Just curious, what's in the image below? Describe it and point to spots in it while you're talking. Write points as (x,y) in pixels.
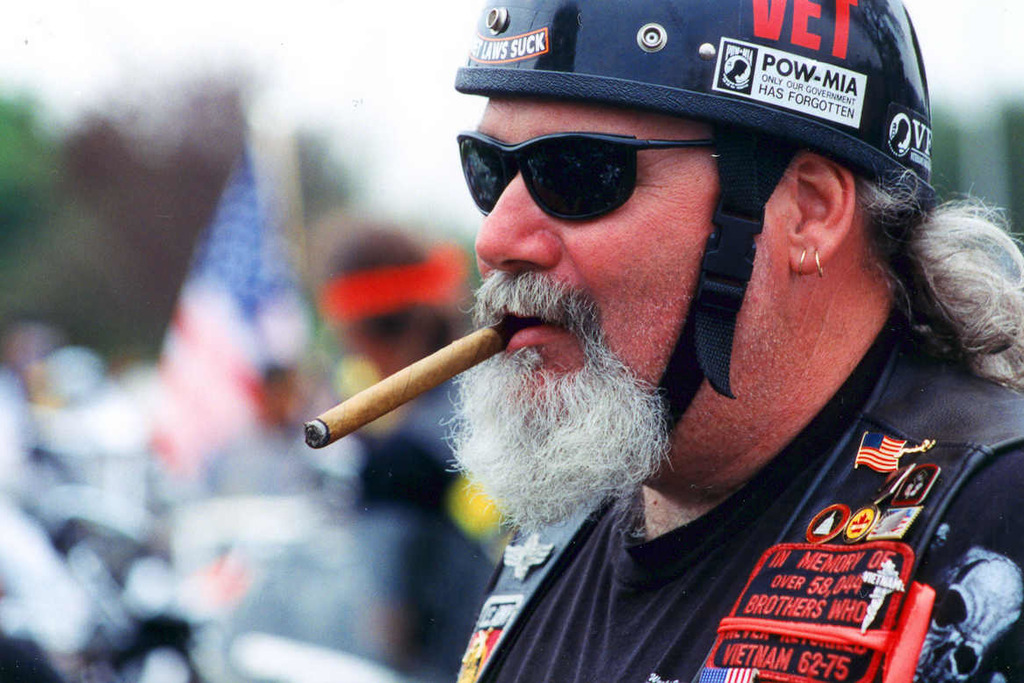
In this picture we can see a man (626,581) wore a helmet (654,73), goggles (587,152), smoking a cigar (343,430) and in the background (308,512) we can see a flag (227,207), some objects (312,521) and it is blurry.
